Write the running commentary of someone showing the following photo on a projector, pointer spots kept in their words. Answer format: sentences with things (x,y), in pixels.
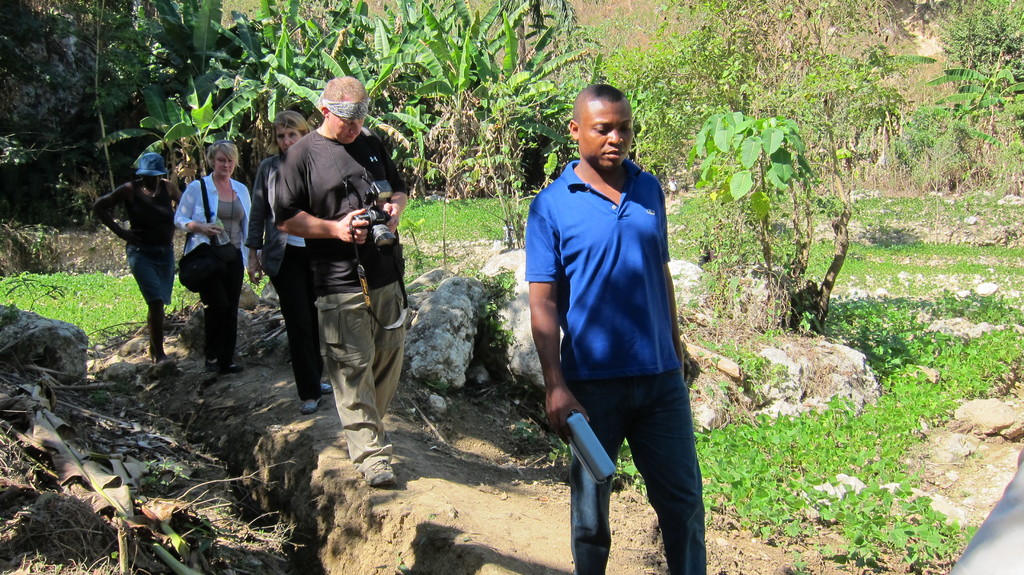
Here we can see a man (603,252) is standing by holding an object (592,452) in his hand (567,425). In the background (162,349) there are four persons (215,353) walking on the ground (343,507) and among them a man (378,440) is holding a camera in his hands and a woman (217,303) is carrying a bag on her shoulder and holding a bottle (221,235) in her hand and we can see banana trees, grass (480,212), plants (645,81) and stones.
